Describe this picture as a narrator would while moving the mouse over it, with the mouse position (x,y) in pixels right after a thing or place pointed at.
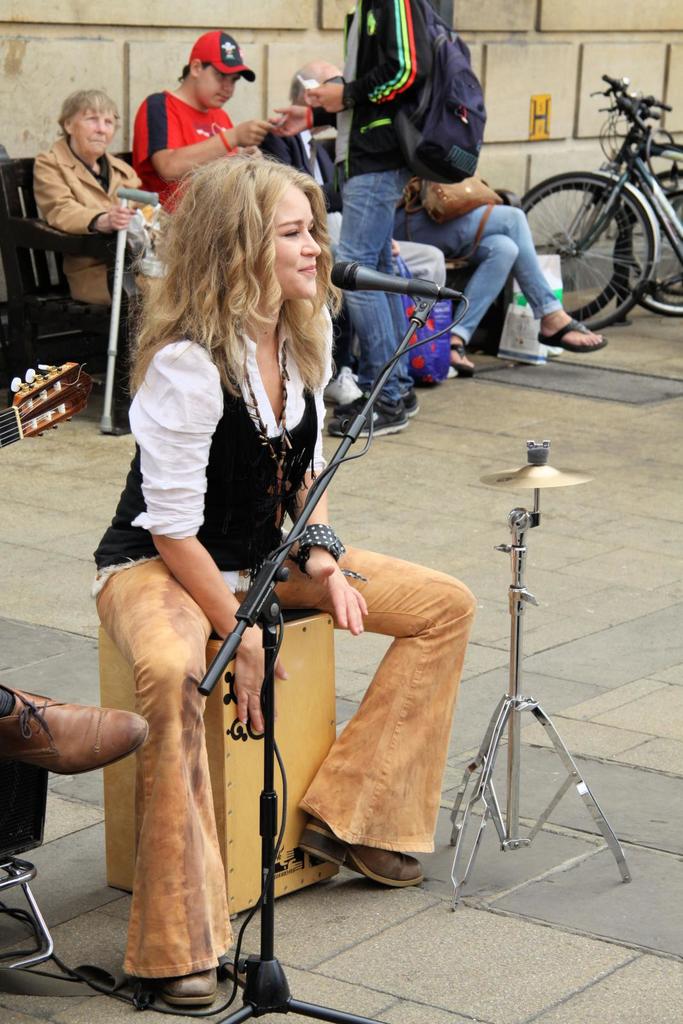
In this image we can see a girl (209,526) is sitting on a yellow color box (250,765) and playing it. She is wearing white and black color dress (206,456). In front of her mic (435,290) is there. Behind her people (147,132) are sitting on the bench (60,257). Right side of the image (636,183) bicycles (638,181) are present. Beside girl (182,453) one tripod stand (515,706) is there.
